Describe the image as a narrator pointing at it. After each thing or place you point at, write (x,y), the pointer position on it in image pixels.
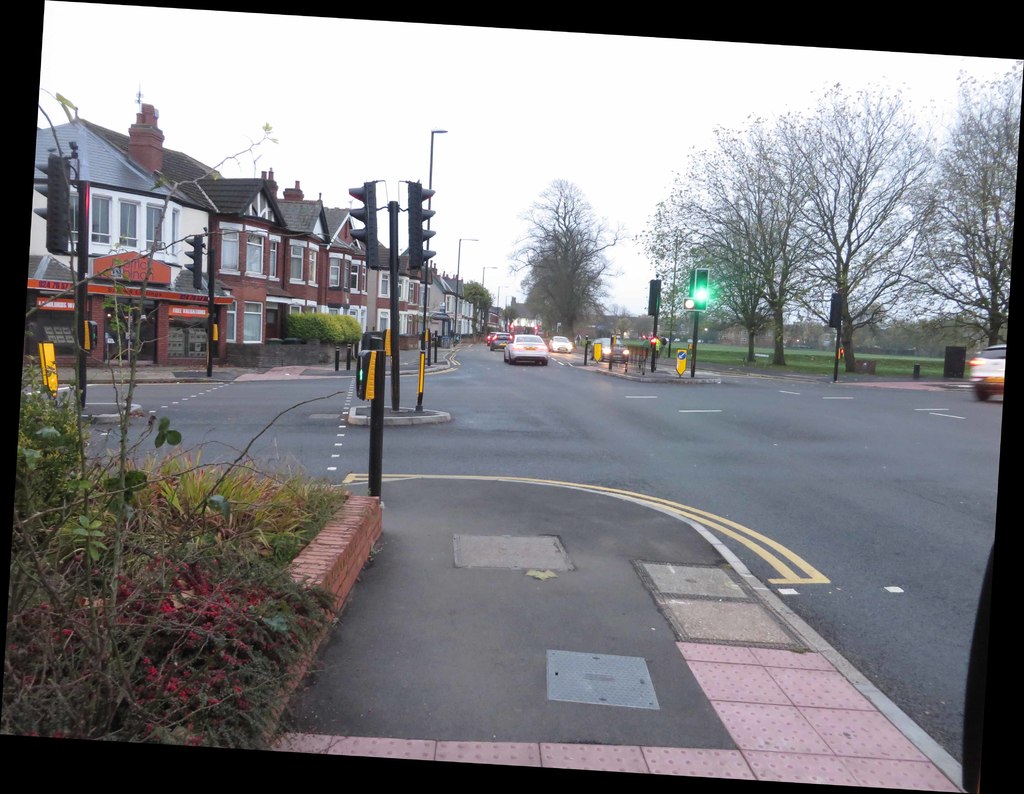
In front of the image there is a pavement (442,557), beside the pavement (453,603) there are plants (148,557), in front of the image there are traffic lights (382,360), trees (791,268), sign boards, lamp posts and there are cars (534,348) passing on the roads (617,451), beside the road (460,378) there are houses (314,294).
